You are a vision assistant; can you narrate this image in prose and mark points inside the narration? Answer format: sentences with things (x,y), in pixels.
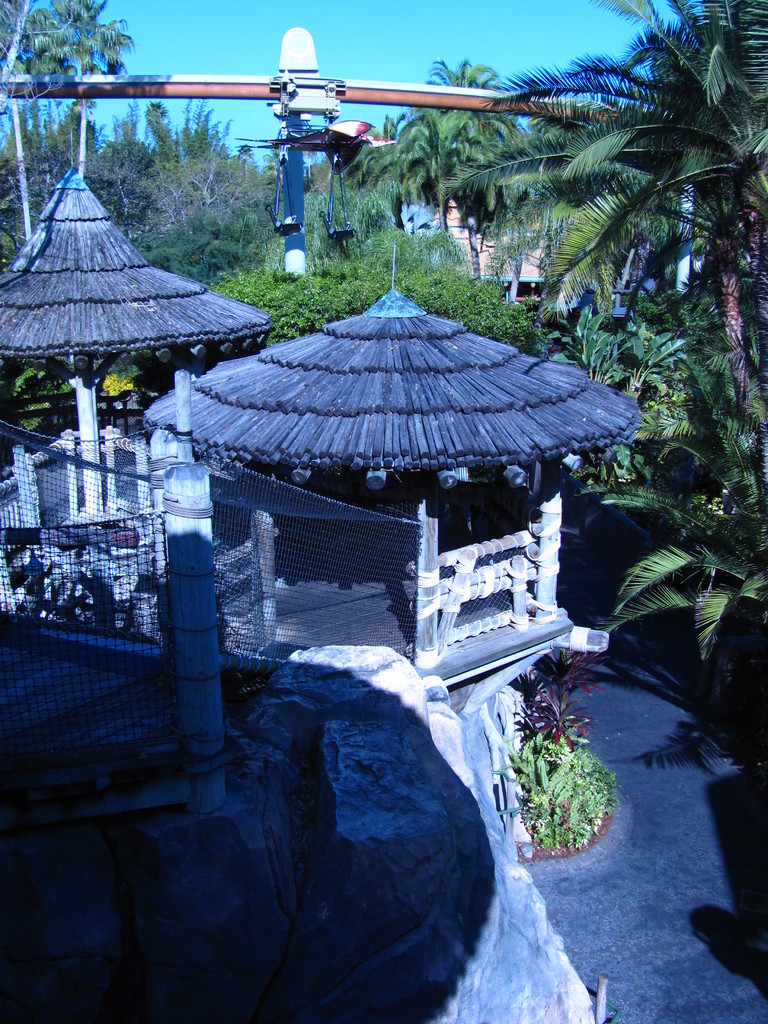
In this image, we can see sheds (231,347), trees (220,243), rocks (253,784), meshes (156,568) and there are poles (179,601) and lights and buildings (530,282) and plants (562,819). At the bottom (647,867), there is ground (685,823) and at the top (423,25), there is sky (423,25).
